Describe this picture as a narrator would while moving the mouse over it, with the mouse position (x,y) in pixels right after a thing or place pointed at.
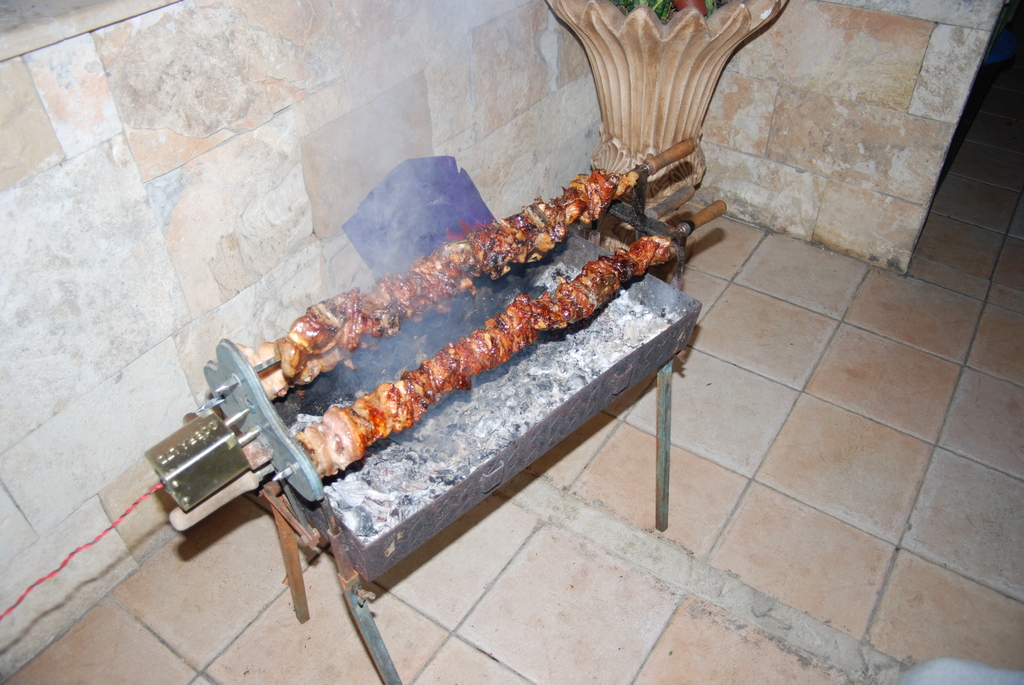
Here I can see few barbecues (352,294) are placed on a metal object (334,527) which seems to be a stove (658,291). It is in the shape of a table and it is placed on the floor (608,600). In this, I can see few fire coals (463,430). On the left side (178,476) there is a connector (197,445) attached to it. To this connector (179,466) there is a cable (84,545). At the top of the image (246,126) there is a wall (210,47). Beside the wall (483,60) there is an object (624,87) which seems to be a flower vase (646,96).
